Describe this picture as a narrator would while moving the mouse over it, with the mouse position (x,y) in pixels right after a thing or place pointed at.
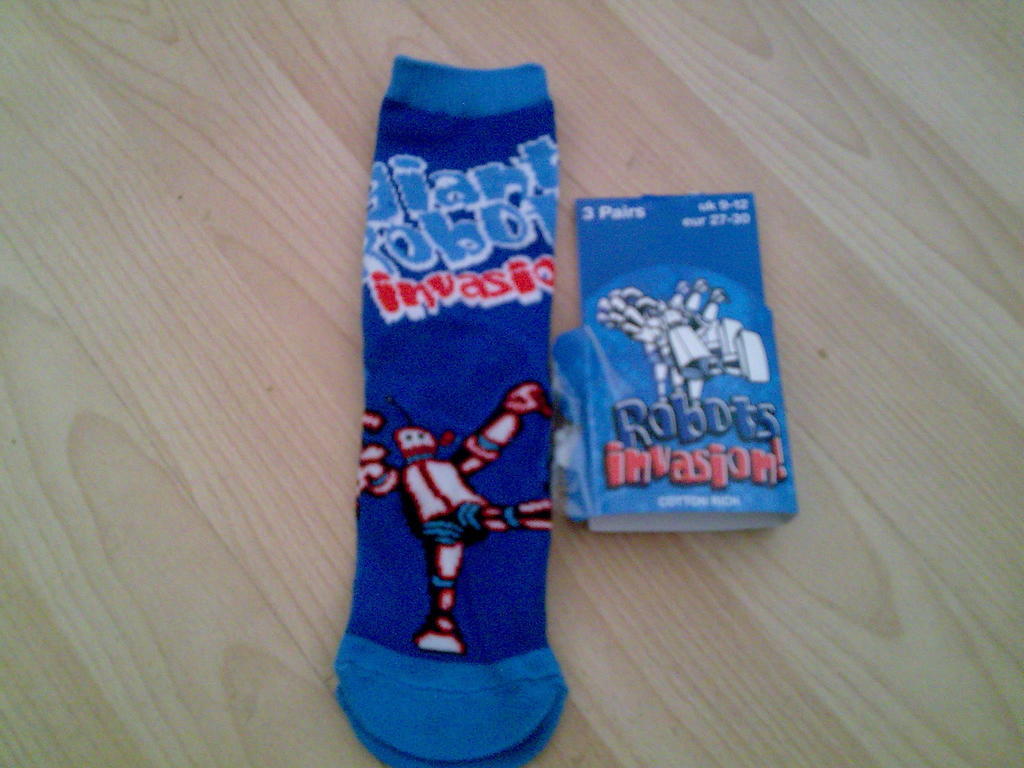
This picture is highlighted with a socks (424,335). The socks (478,356) in dark blue color and sky blue color. There is a animated cartoon picture (452,495) on the socks (441,521). It is placed on wood surface (771,156). Beside this socks (488,368) there is a card (748,459).
